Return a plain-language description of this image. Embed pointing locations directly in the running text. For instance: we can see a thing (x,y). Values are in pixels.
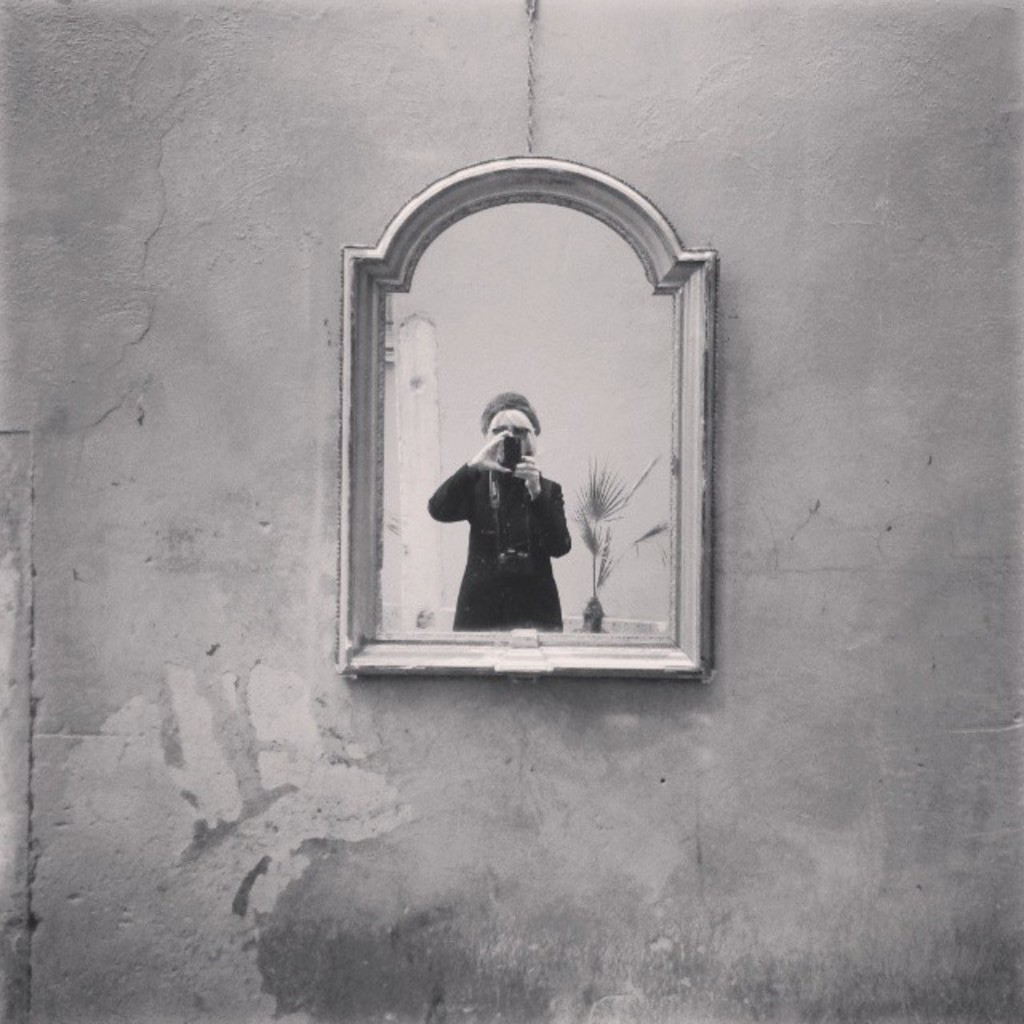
In this picture, it seems like a mirror (689,470) in that we can see a woman (540,510) holding an object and a plant (640,484).
